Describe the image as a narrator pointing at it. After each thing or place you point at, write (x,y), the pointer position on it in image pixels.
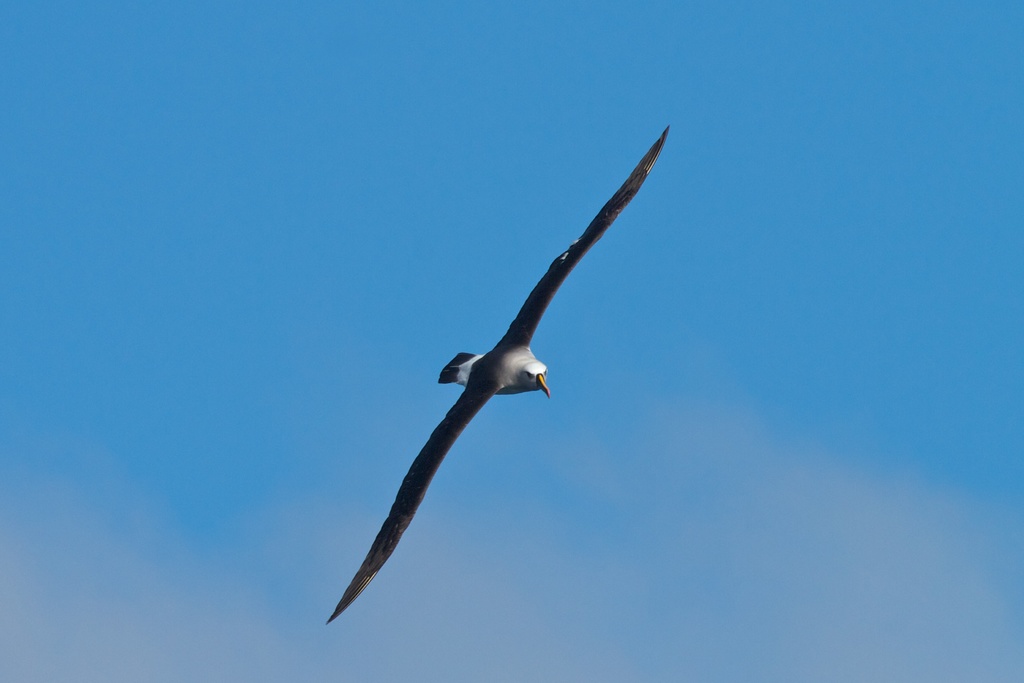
In this image, I can see a bird (589,233) flying. The background (640,225) looks blue in color.
